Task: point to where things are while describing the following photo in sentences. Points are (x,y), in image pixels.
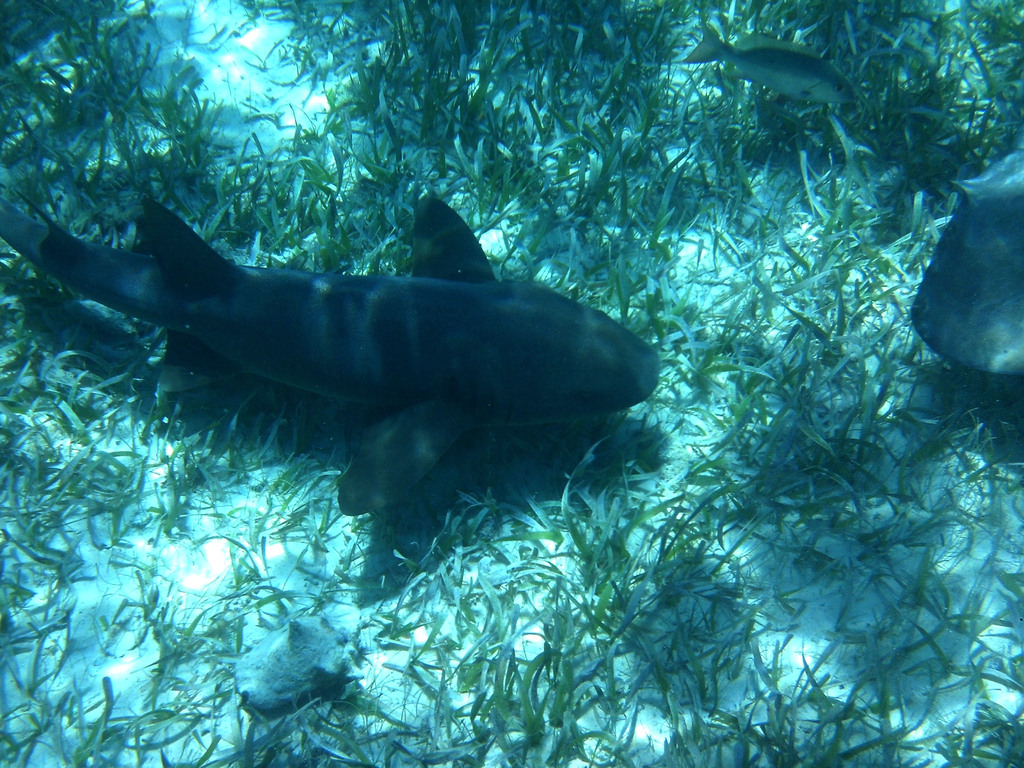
In this image we can see aquatic animals (974,191). There is a grass (836,459) on the sea floor (554,677).
